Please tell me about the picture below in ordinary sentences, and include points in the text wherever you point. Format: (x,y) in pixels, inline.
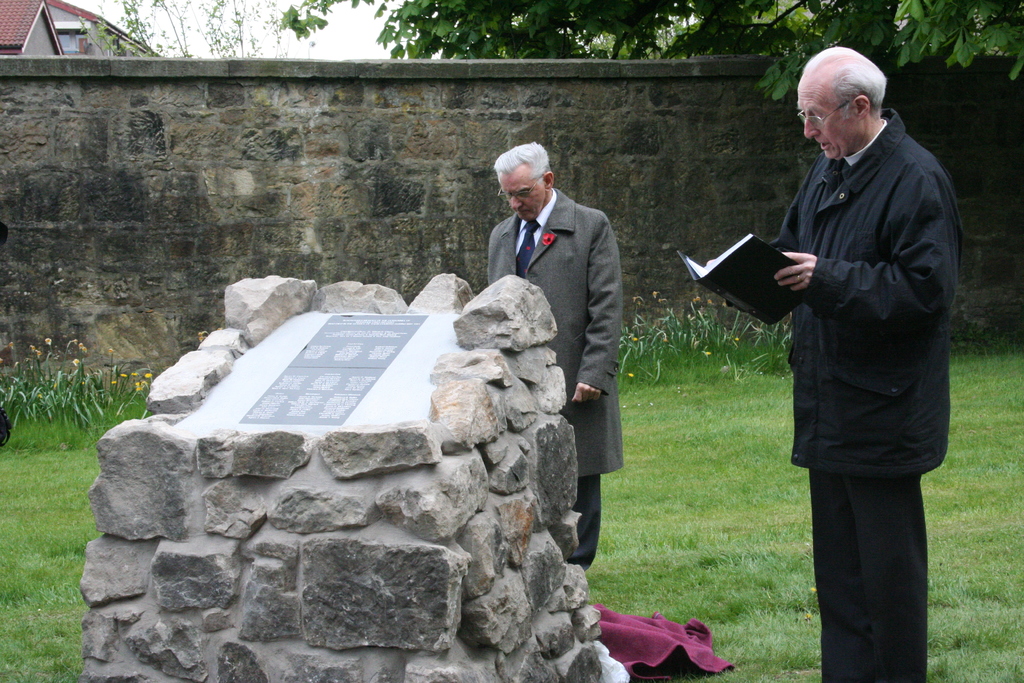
In this image in the center (379,427) there is stone (355,552) and there are persons (555,288) standing. On the right side (870,289) there is a man (889,327) standing and holding a book (744,303). On the ground (709,554) there is grass (727,577) and there is red colour cloth (650,640) on the grass (762,594). In the background (99,390) there are plants (67,392) and there is wall (452,134) and there are trees (180,12) and on the left side (70,33) there is a building (65,33).
